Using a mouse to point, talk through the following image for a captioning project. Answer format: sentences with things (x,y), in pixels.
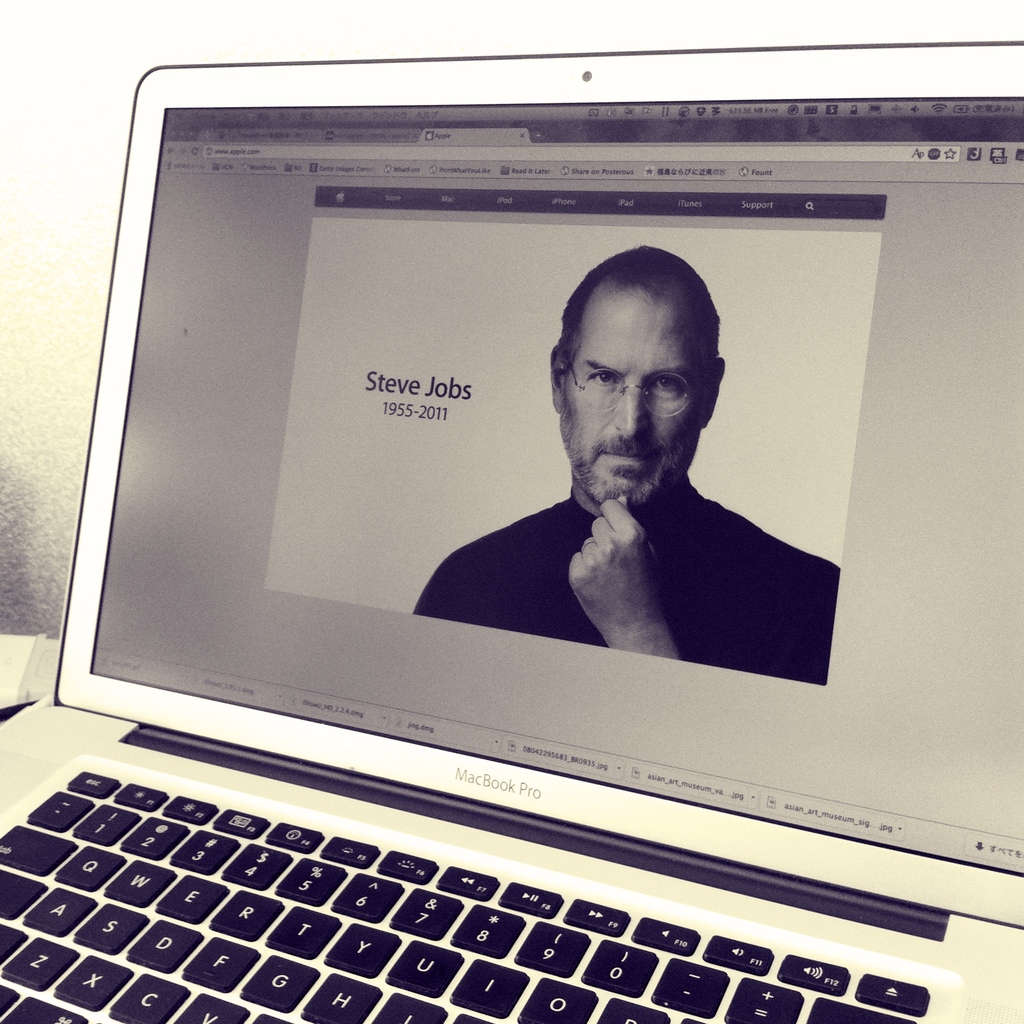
In this picture we can see a laptop (333,876) and on the laptop screen (453,686) there is a person image (496,577). Behind the laptop (581,298), it looks like the wall (85,372).
